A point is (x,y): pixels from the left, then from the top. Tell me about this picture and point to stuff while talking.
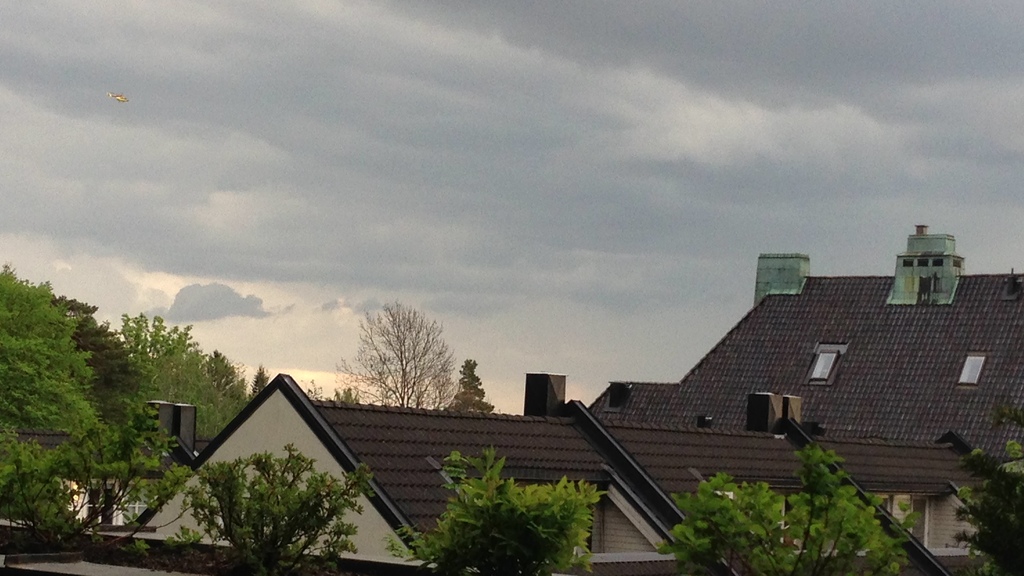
In the image we can see there are trees (552,564) and there are buildings (572,448). There is an aircraft (120,95) in the air (536,131) and there is a cloudy sky (137,109).
